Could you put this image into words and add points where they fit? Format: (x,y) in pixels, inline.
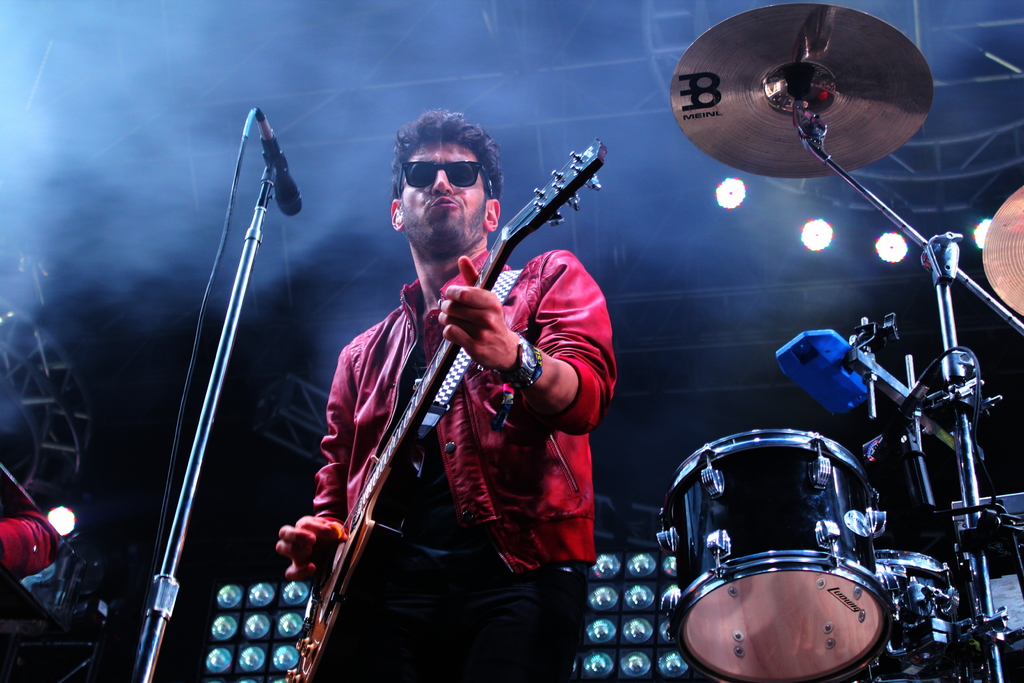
In this Image I see a man (428,211) who is wearing shades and holding a guitar (309,655) and there is a mic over here. I can also see another musical instrument (798,7) over here. In the background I see the lights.
